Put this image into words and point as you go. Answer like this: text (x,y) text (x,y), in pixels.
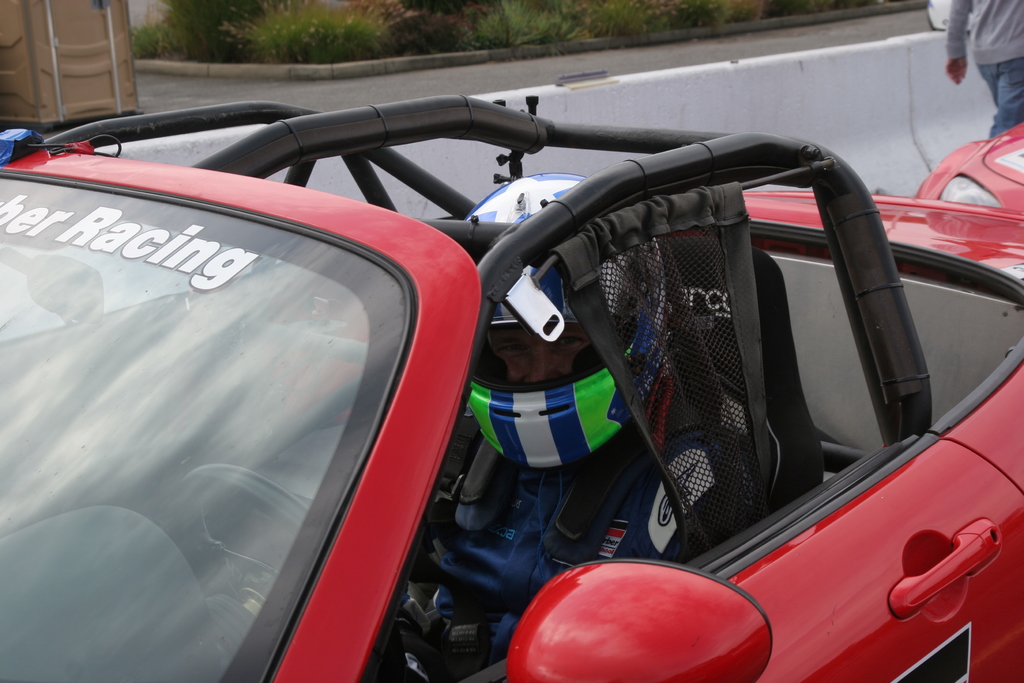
There is a red convertible car (817,542) in which a person (619,428) is sitting wearing a helmet (529,430). There is a person (1001,39) walking at the right corner (1004,93) wearing a grey t shirt (1001,0) and jeans (1001,80). There are plants (622,9) at the back (400,7).
